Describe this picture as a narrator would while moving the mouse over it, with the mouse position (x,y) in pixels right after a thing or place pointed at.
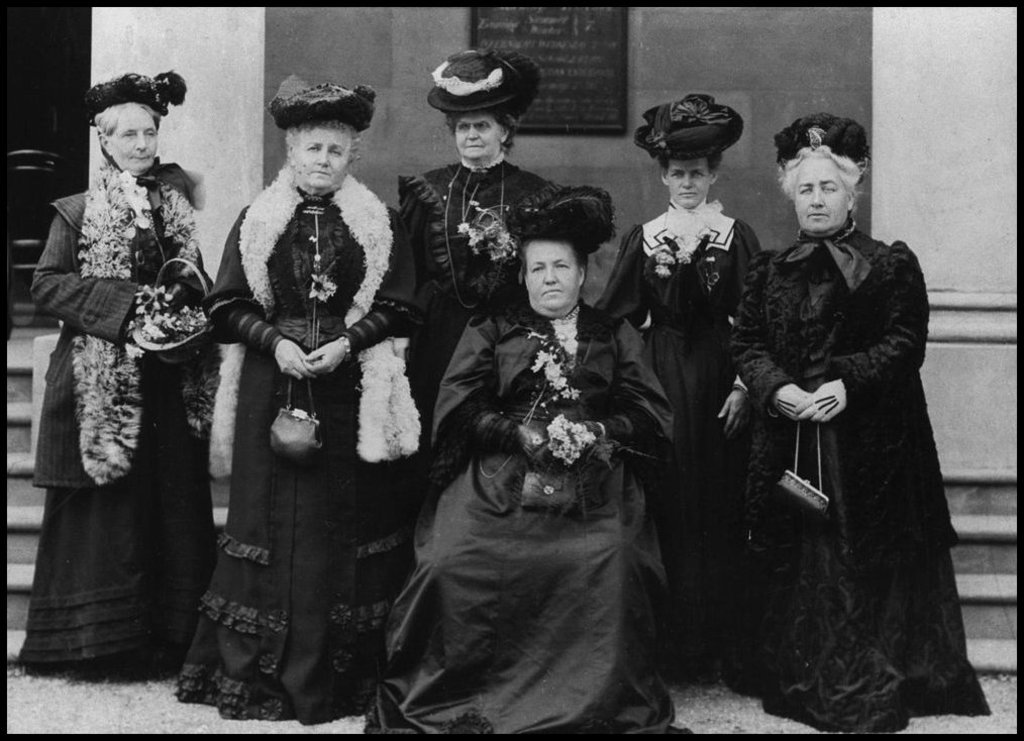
In this black and white picture we can see the woman (597,192) is sitting and other five women (721,276) are standing and looking at someone.
